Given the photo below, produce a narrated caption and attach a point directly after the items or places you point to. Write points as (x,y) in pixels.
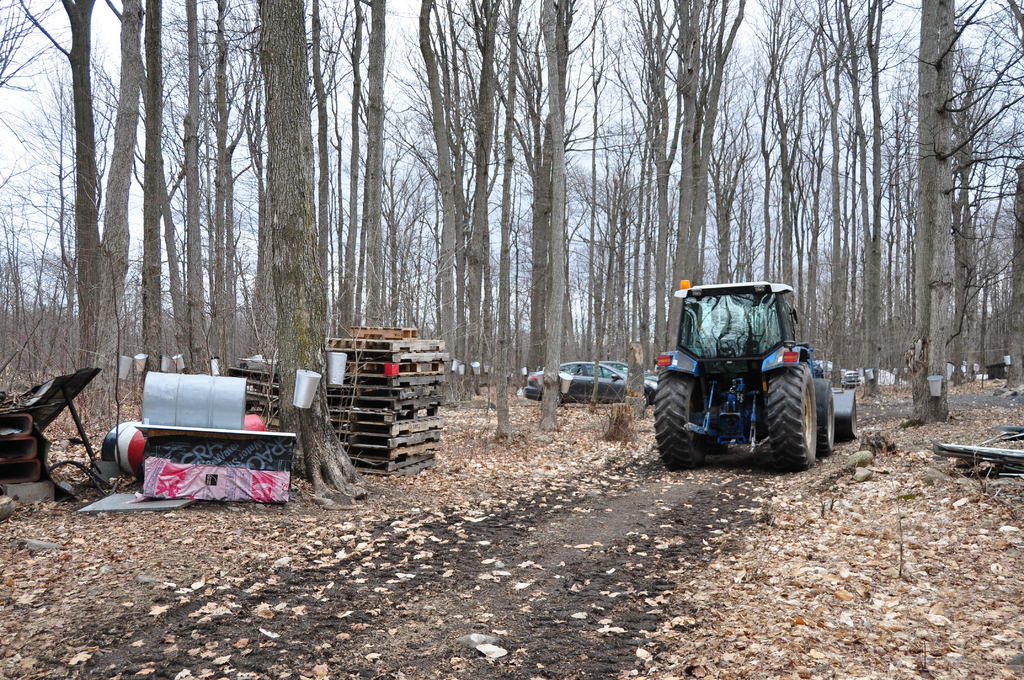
This image is taken outdoors. At the top of the image (116,42) there is the sky (393,42). At the bottom of the image (519,602) there is a ground (201,566) and there are many dry leaves (445,516) on the ground (863,578). In the background (880,159) there are many trees (268,171) with stems (128,69) and branches (644,285). A few cars (539,382) are parked on the ground (983,410). On the left side of the image (195,379) there are a few wooden objects (363,407) on the ground (382,476) and there are many metal objects (186,417) on the ground (76,433). In the middle of the image (677,428) a vehicle (710,373) is parked on the ground (764,529).
